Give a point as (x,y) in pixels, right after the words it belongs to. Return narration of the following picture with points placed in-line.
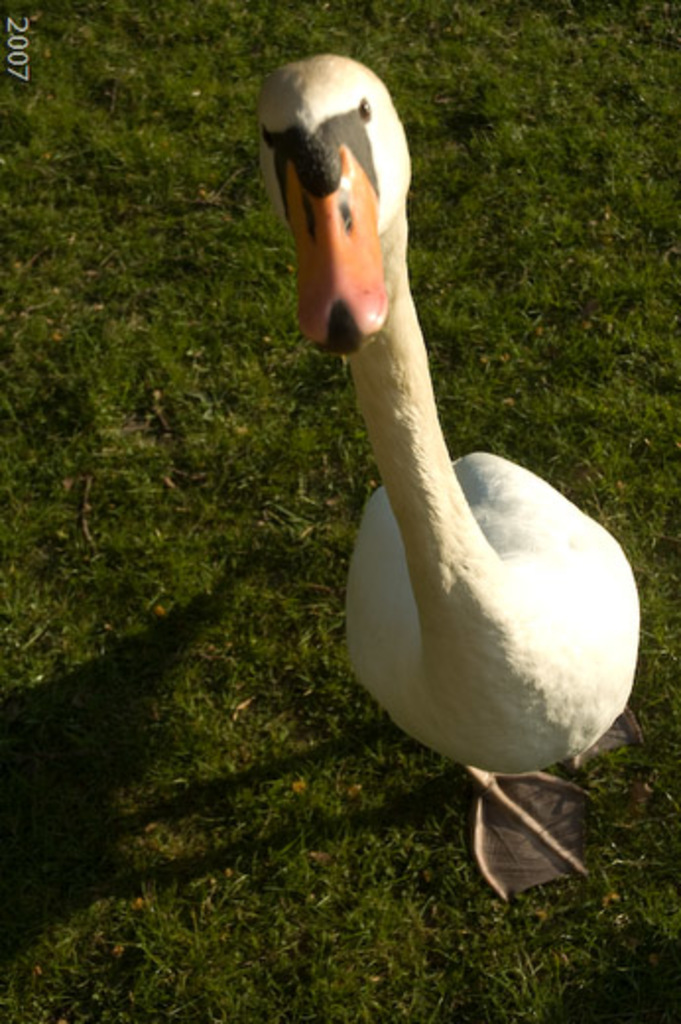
In the center of the image (401,636), we can see a swan (401,440) on the ground (214,764) and at the top (20,70), there is some text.
